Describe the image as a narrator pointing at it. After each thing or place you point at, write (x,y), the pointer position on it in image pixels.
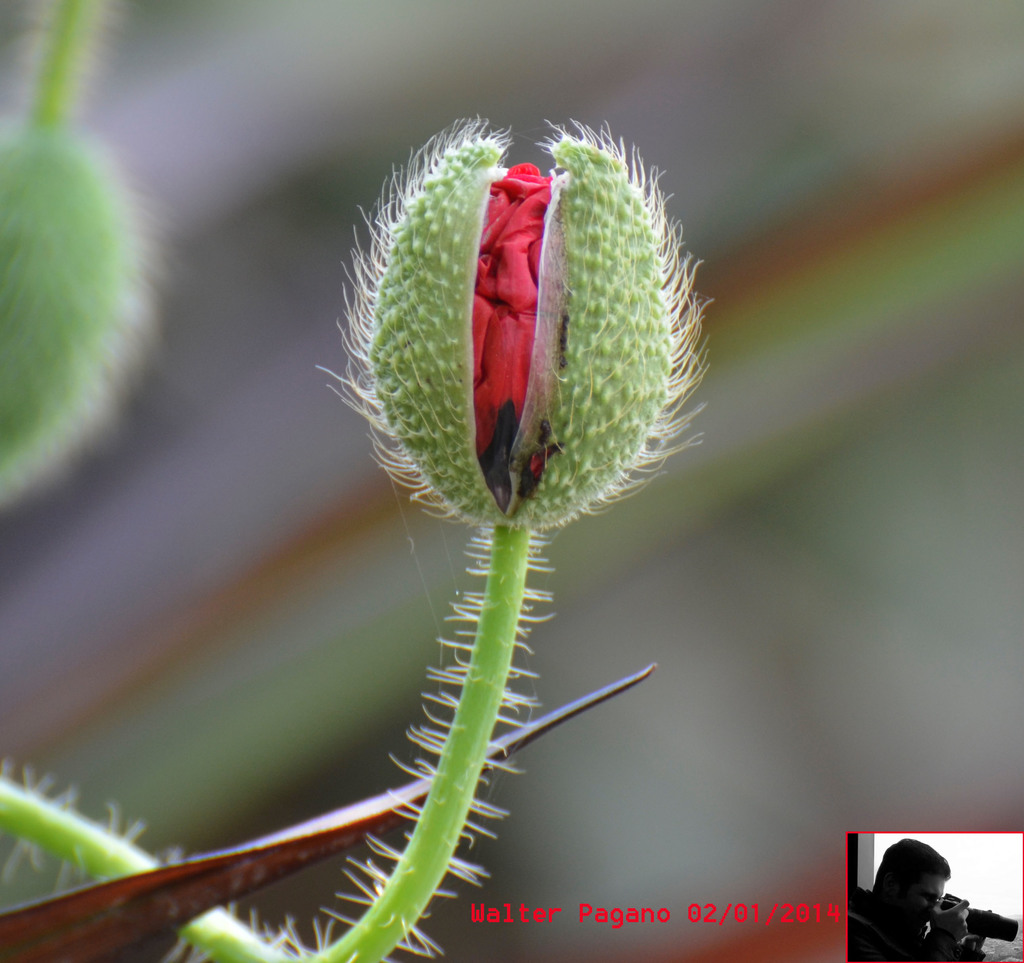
In this image I can see two buds (82,296) to the stems (487,690). In the bottom left (190,920) there is a leaf (297,851). In the bottom right (923,897) there is an image (923,897) of a person (897,921) who is holding a camera (971,909) in the hands (950,909). At the bottom of the image (673,908) there is some text (697,904). The background (863,527) is blurred.
